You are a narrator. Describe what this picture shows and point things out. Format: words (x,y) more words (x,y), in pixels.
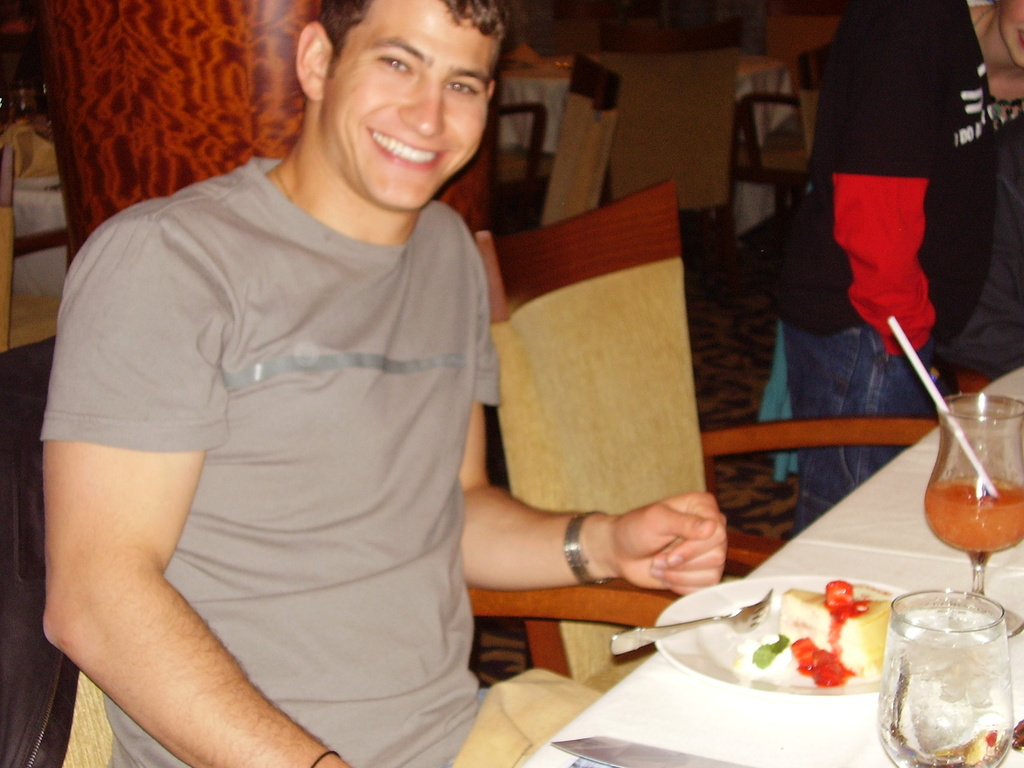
In this image we can see one person (231,335) sitting on the chair (564,598). And beside we can see another chair (536,406). And in front of him we can see a table (737,747) is there with one plate (706,611) consists of cake (795,617) and fork (681,630) and two glasses (941,637) are seen in which one is with juice (974,536). And we can see other person (901,160) beside the chair (604,244). And we can see many chair (625,127) and tables (764,76) surrounding areas. And behind we can see one pillar (93,45).
